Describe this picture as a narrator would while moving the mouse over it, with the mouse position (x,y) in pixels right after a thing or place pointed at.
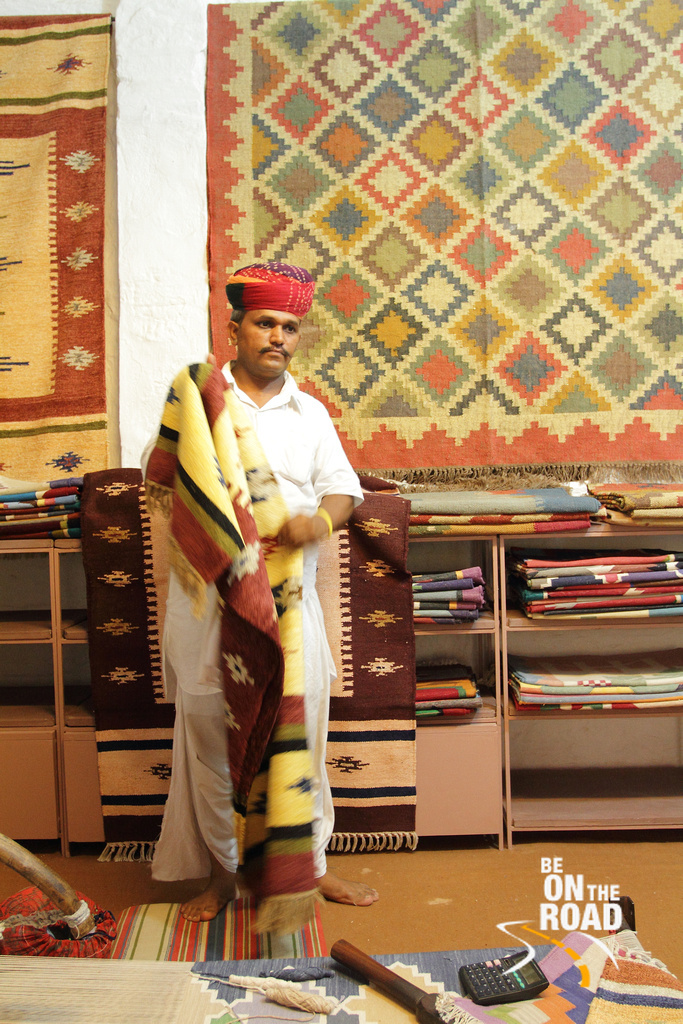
As we can see in the image there is a wall (159,87), mat (592,160), cloths (543,579), calculator (481,989) and a person (343,504) wearing white color dress (343,458).
